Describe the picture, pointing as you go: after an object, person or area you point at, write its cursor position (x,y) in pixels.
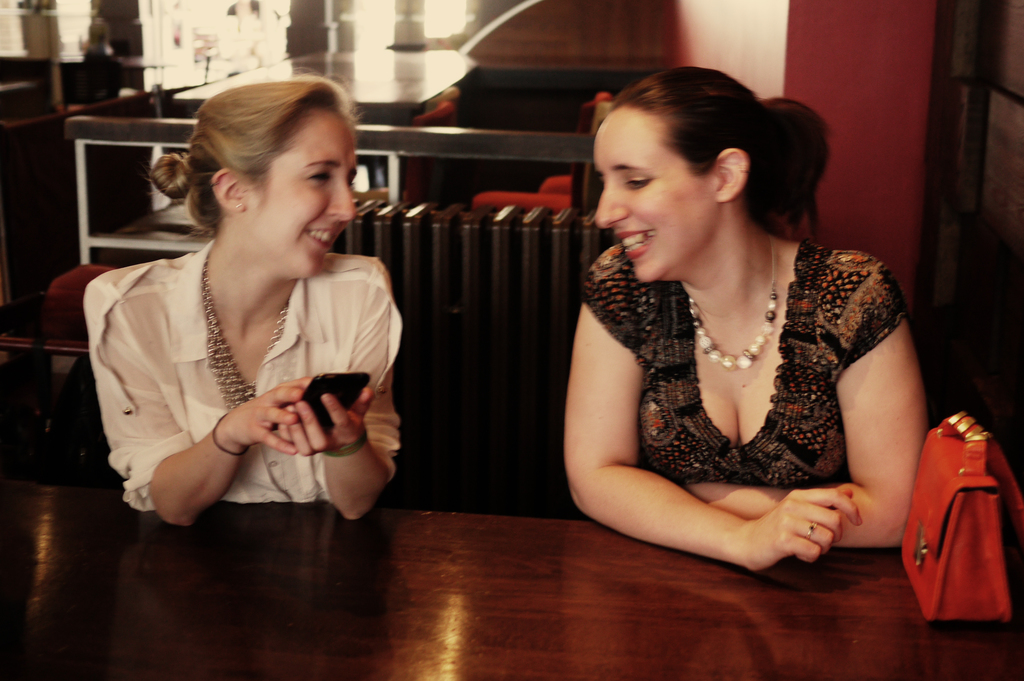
In this image there are two women (395,330) who are talking with each other. The woman (251,351) to the left side (248,299) is holding a phone (312,403) in her hand (354,425). There is a table (429,663) in front of them on which there is a hand bag (975,555). At the background (539,27) there is a wall (774,37).
